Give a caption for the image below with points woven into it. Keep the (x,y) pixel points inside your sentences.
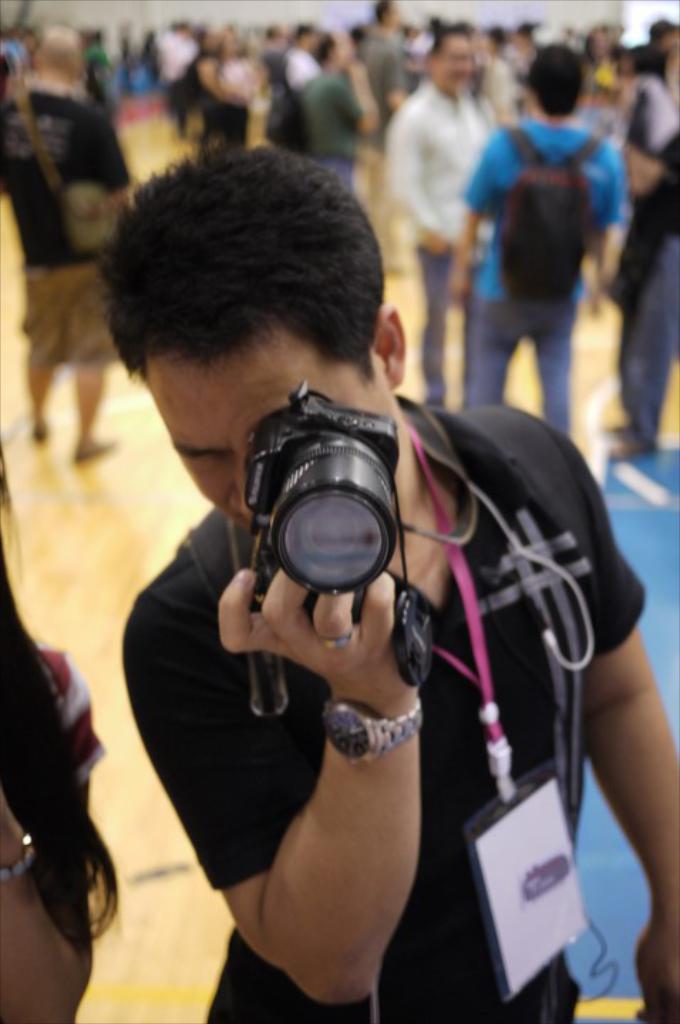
In this picture we can see a guy (480,753) in black dress (455,838) holding a camera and taking the picture and behind him there are so many people (363,103) standing.
